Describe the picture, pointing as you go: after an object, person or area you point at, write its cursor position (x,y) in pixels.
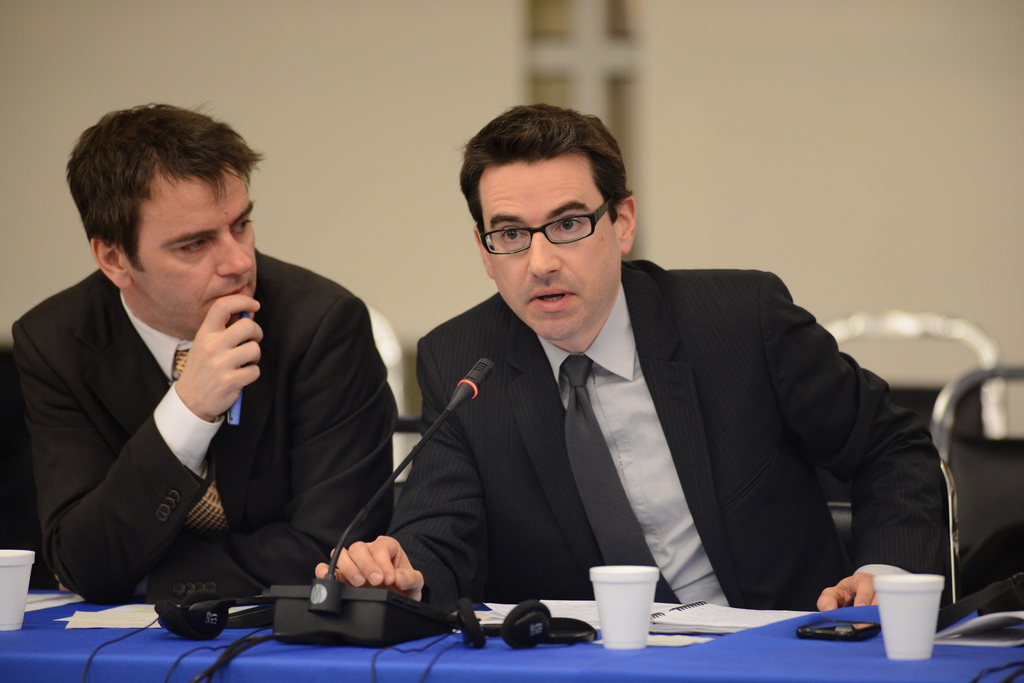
In this image there are two people (465,441) sitting in chairs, in front of them on the table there are glasses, books (721,628), mobile phone (834,626), mic (358,616), headphones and some other objects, behind them there are empty chairs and a wall (678,229), on the wall (618,117) there is some object (579,93).
